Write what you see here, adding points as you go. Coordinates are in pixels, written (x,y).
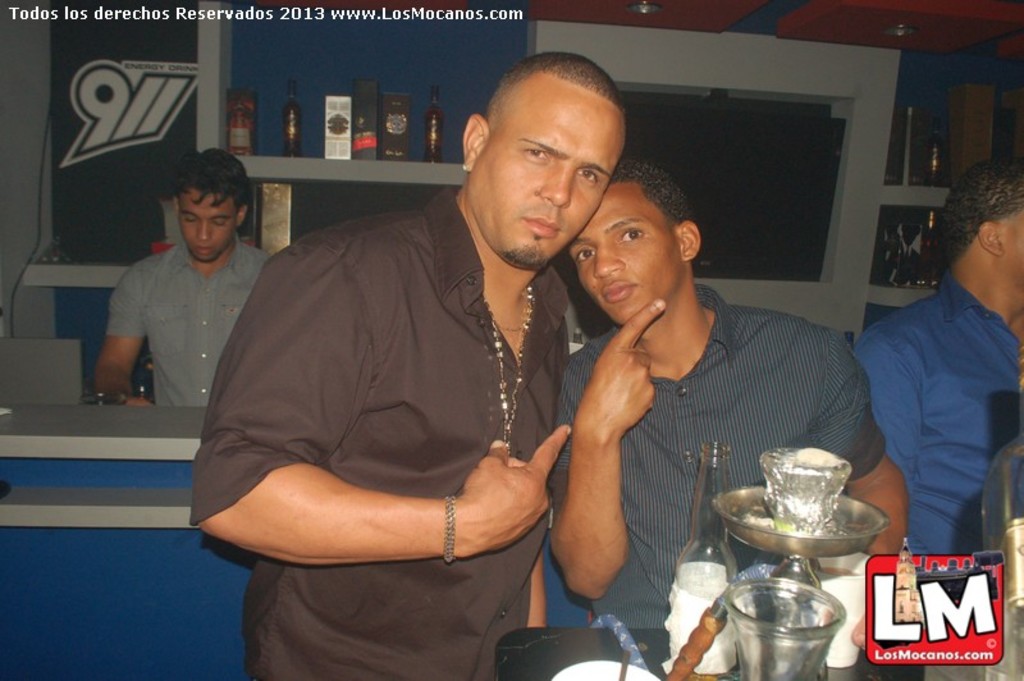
The picture is taken in a bar (306,117). In the foreground of the picture (620,244) there are two person (602,465) standing, in front of them there are bottle (693,591) and other objects (731,658). On the right (985,366) there is a person (966,305) standing. On the left (184,255) there is a person (222,255) standing. In the background (117,99) there are bottles (936,263) and other objects (102,201).
